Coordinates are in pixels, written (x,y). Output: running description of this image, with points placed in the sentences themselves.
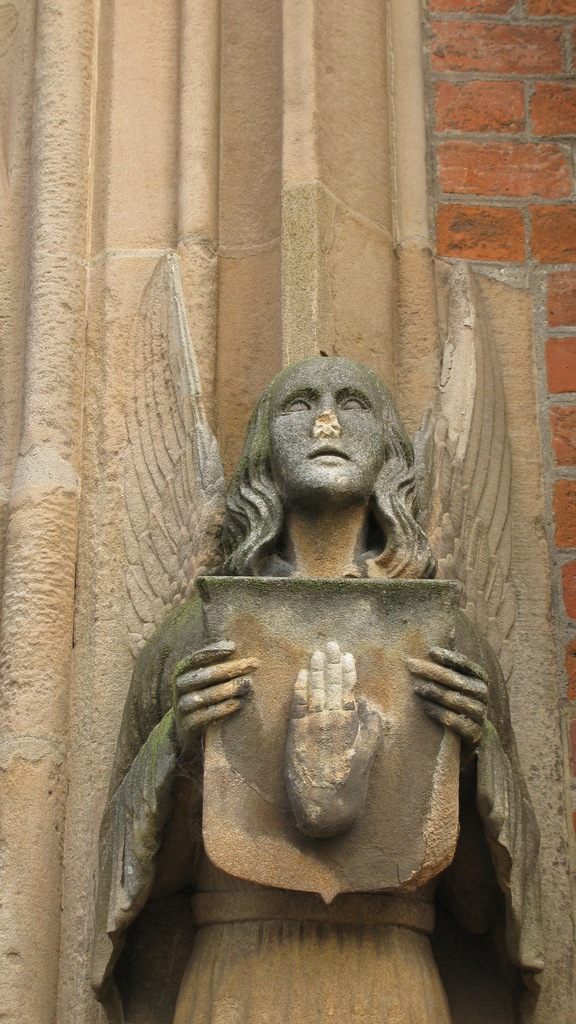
In this image I can see the statue (403,532) in brown and grey color. Background (459,139) the wall (341,138) is in cream and brown color.
